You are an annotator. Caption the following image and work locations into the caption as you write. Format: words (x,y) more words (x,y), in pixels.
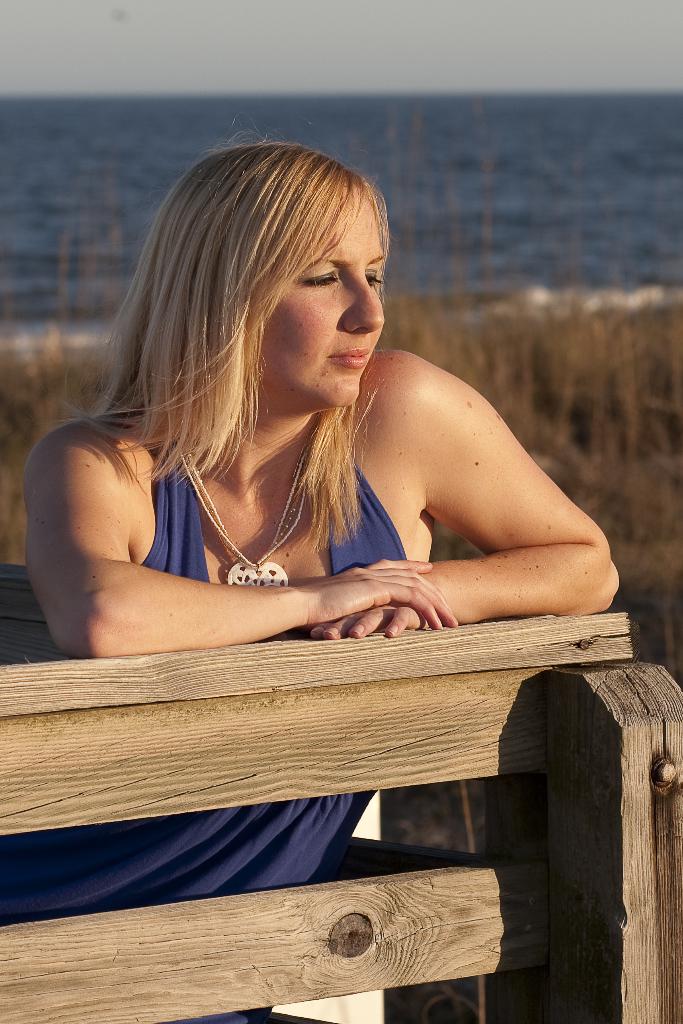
In this image we can see a person (269,523) sitting on the bench (480,758). There are many plants (577,439) in the image. We can see the sea (553,178) in the image. We can see the sky (338,51) at the top of the image (362,68).
